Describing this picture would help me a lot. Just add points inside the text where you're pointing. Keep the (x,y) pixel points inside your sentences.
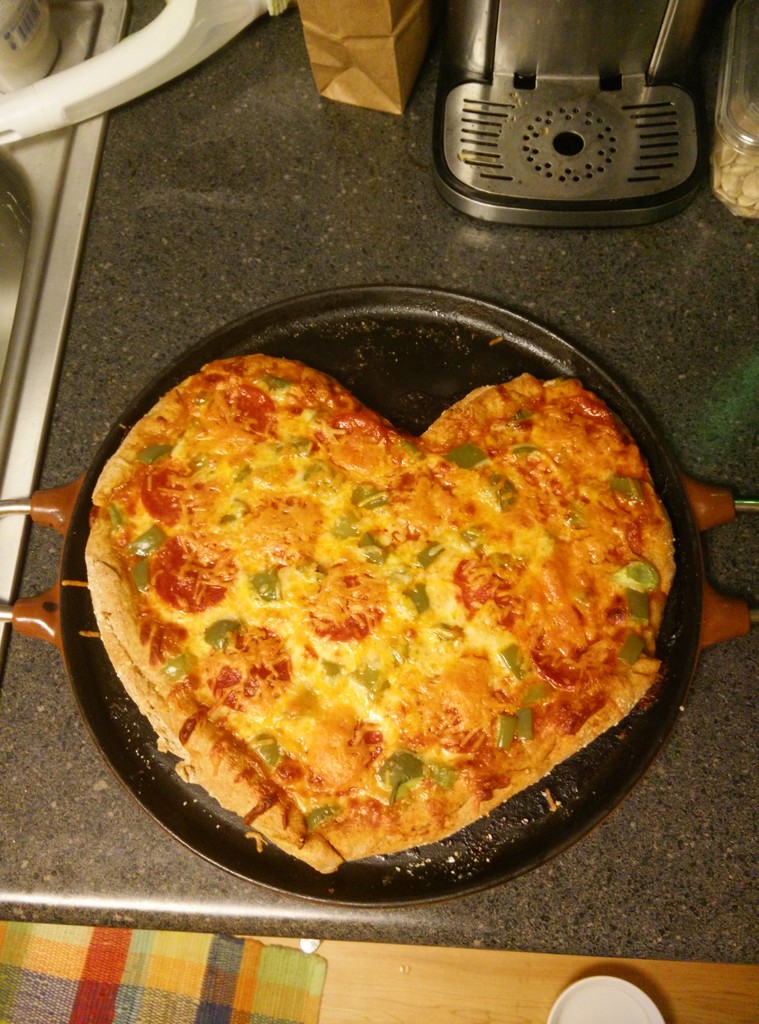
In this image we can see a cooking pan (662,729) and pizza (382,614) on it.
